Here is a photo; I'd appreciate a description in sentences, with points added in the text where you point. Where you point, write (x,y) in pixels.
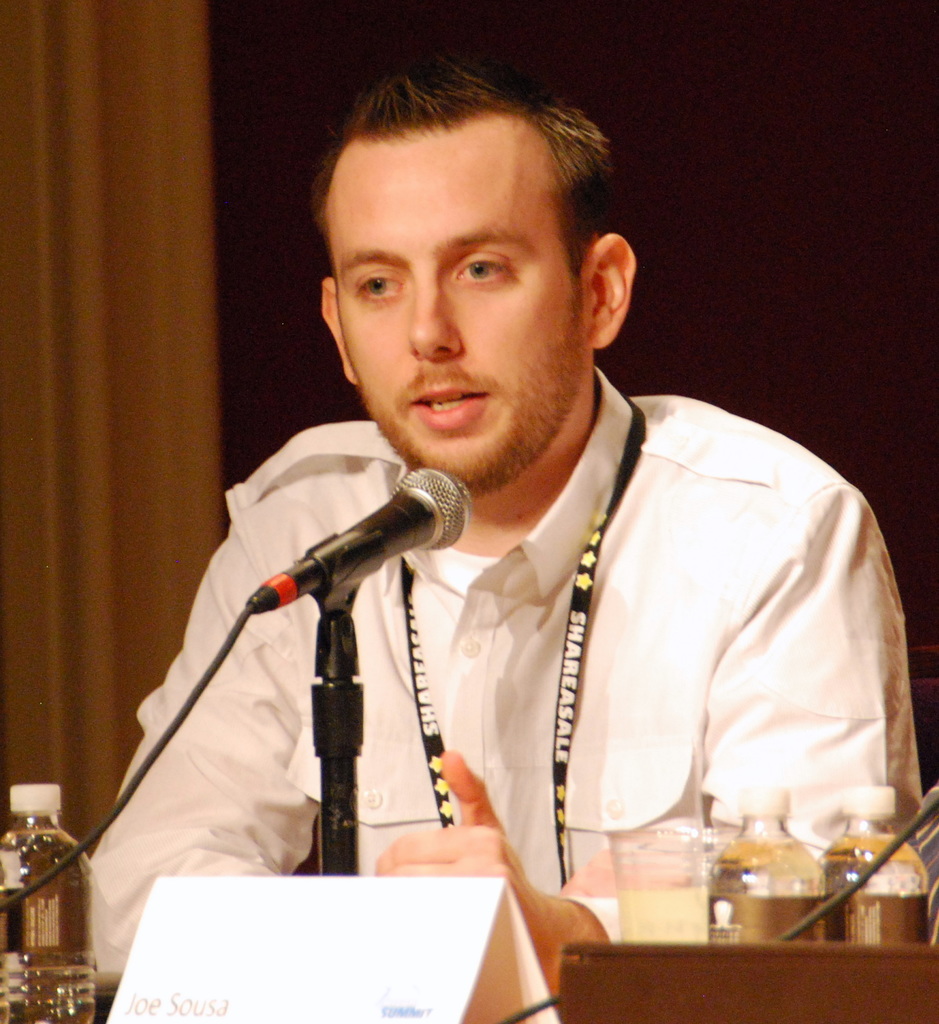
In this image, we can see a person (683,507) in front of the mic (388,551). There is a paper card (407,966) in between bottles (898,876).
